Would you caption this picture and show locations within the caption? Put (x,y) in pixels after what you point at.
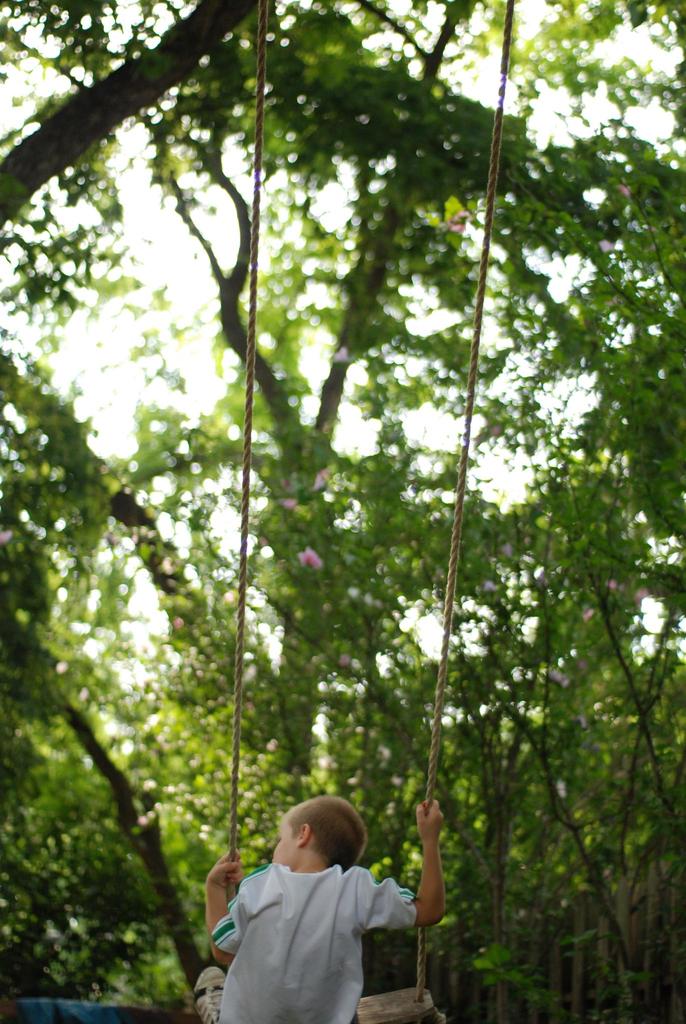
In this image we can see a boy (310,995) is on the swing (400,995). He is wearing a white T-shirt (260,982) and shoes (205,986). In the background (183,532), we can see so many trees (298,526) and the sky (192,325).
